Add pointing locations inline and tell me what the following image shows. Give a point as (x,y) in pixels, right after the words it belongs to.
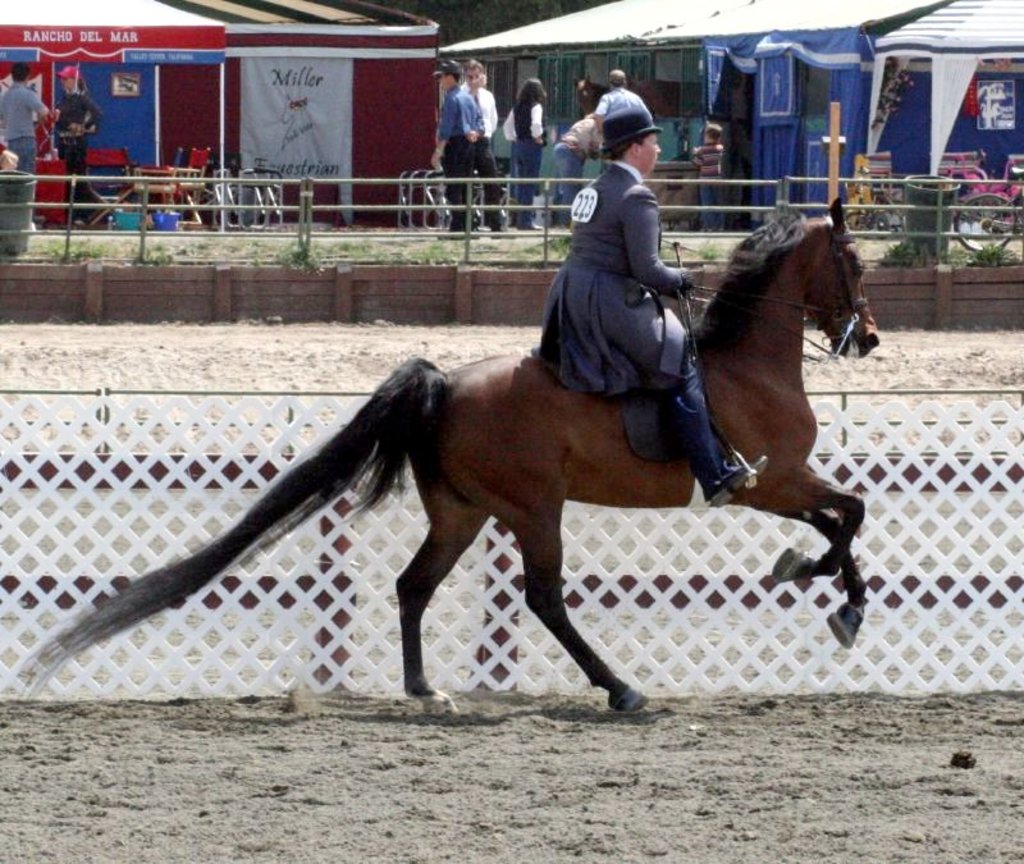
In the center of the image (662,351) we can see a man (598,348) riding horse (630,471). In the background (242,439) we can see a fence (304,436), people (454,193) standing and there are tents (845,75).
